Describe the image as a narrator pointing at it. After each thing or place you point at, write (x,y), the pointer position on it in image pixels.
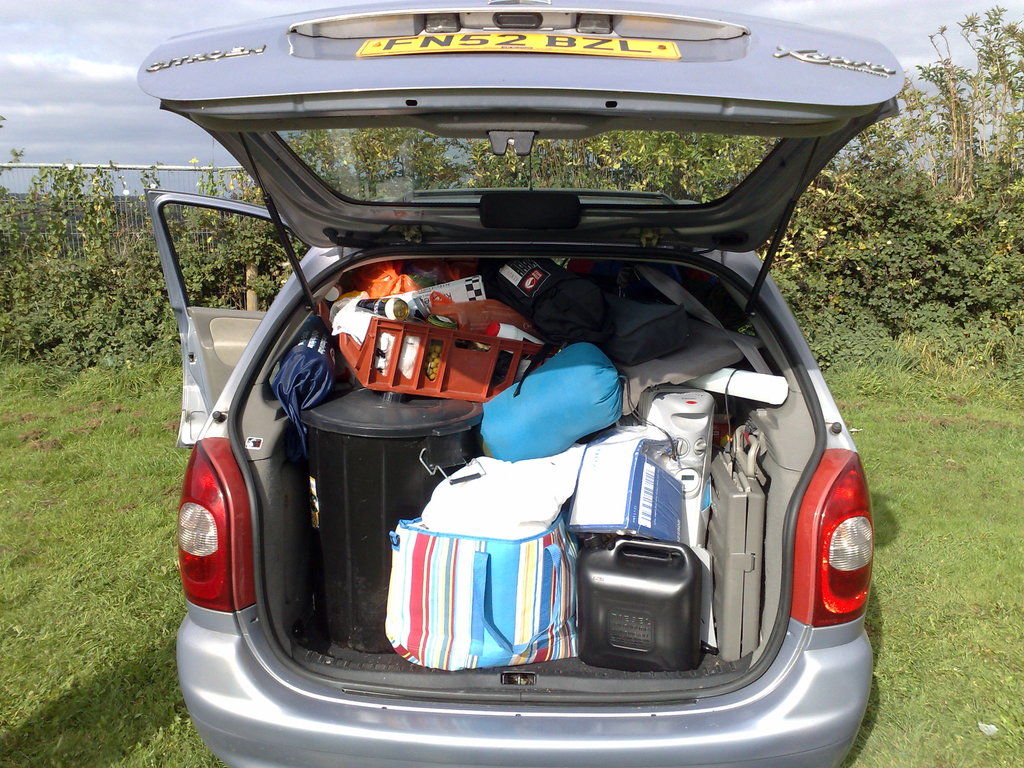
In the image there are bags (504,503) inside a car (357,180), all are stuffed tightly, in the back (873,311) there are plants (109,261) on the grassland (76,479) and above its sky (68,89) with clouds (68,106).
